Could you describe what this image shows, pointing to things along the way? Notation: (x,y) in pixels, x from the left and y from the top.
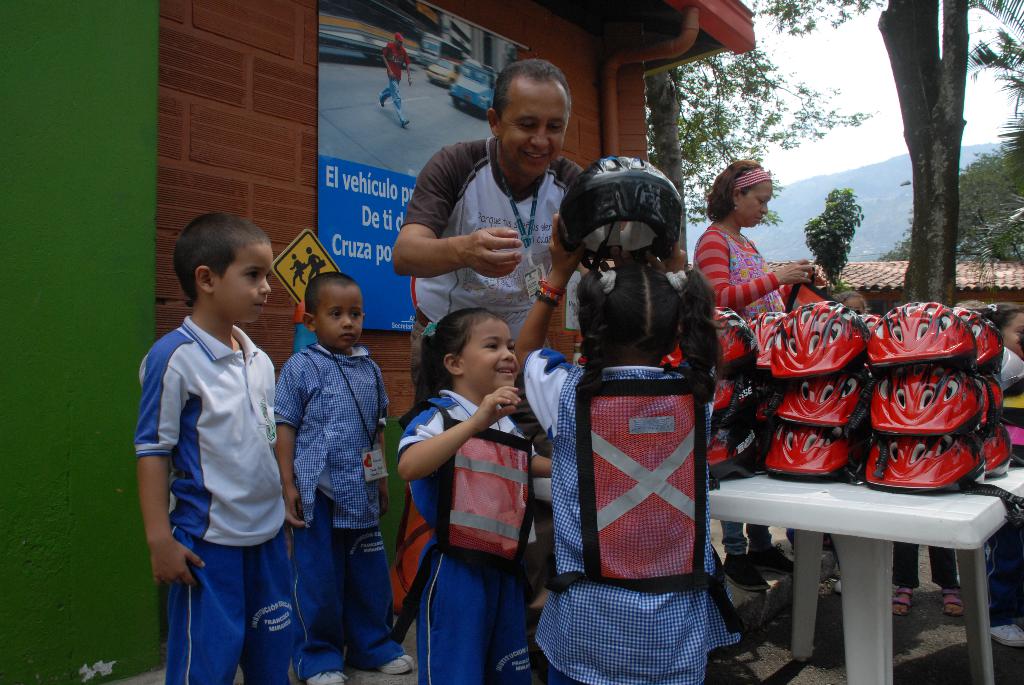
In this image in the center (504,258) there is one man (516,194) who is standing beside that man (503,216) there are four children (366,431) who are standing and on the top (559,39) there is a wall (252,67). On the wall (89,75) there is one poster (393,175), on the right side (970,402) there are some helmets (851,443) on the table (860,587) and beside that table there is one woman (740,240) who is standing and she is holding a bag (811,283) on the top of the right corner (808,70) there is a sky (819,85) and trees (773,123) are there.
